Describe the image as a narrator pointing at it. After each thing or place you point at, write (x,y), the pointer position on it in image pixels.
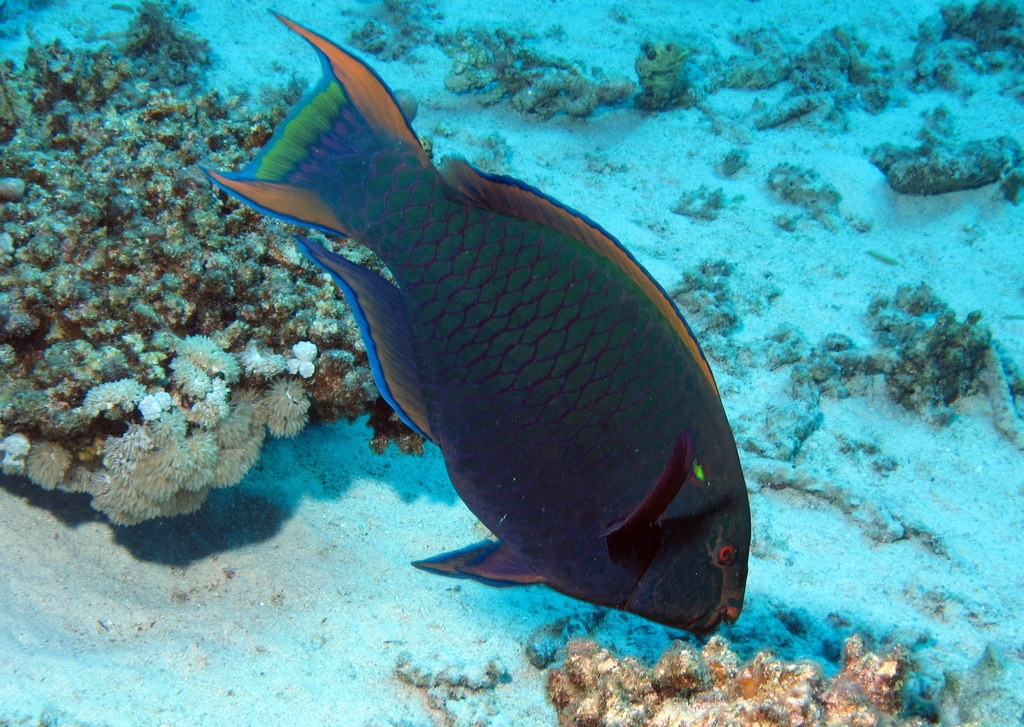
In this picture we can see an underwater environment (298,393), there is a fish (492,411) in the water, on the left side (244,338) we can see a plant (200,295).
